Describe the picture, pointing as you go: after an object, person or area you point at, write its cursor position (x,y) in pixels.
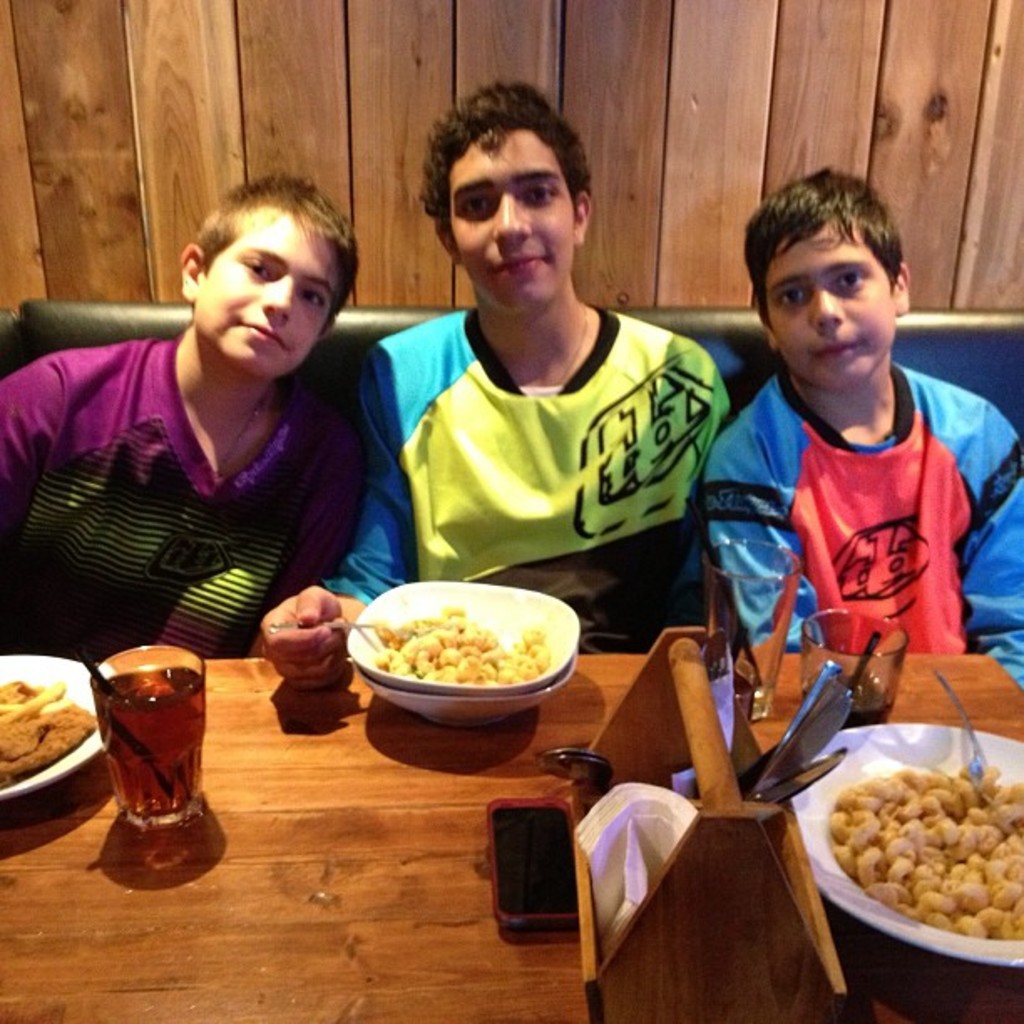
In this image there are three boys (191,431) sitting on a couch (680,316). The boy (467,468) in the center (355,579) is holding a spoon (363,627) in his hand (312,628). In front of them there is a wooden table (437,894). On the table (86,810) there are plates (51,773), bowls (505,711), glasses (869,693), a mobile phone (533,800) and a holder (585,887). There is food (873,818) on the plates (922,868) and in the bowl (507,687). In the holder (679,756) there are tissues (692,806) and cutlery (792,757). Behind them there is a wooden wall (580,125).
